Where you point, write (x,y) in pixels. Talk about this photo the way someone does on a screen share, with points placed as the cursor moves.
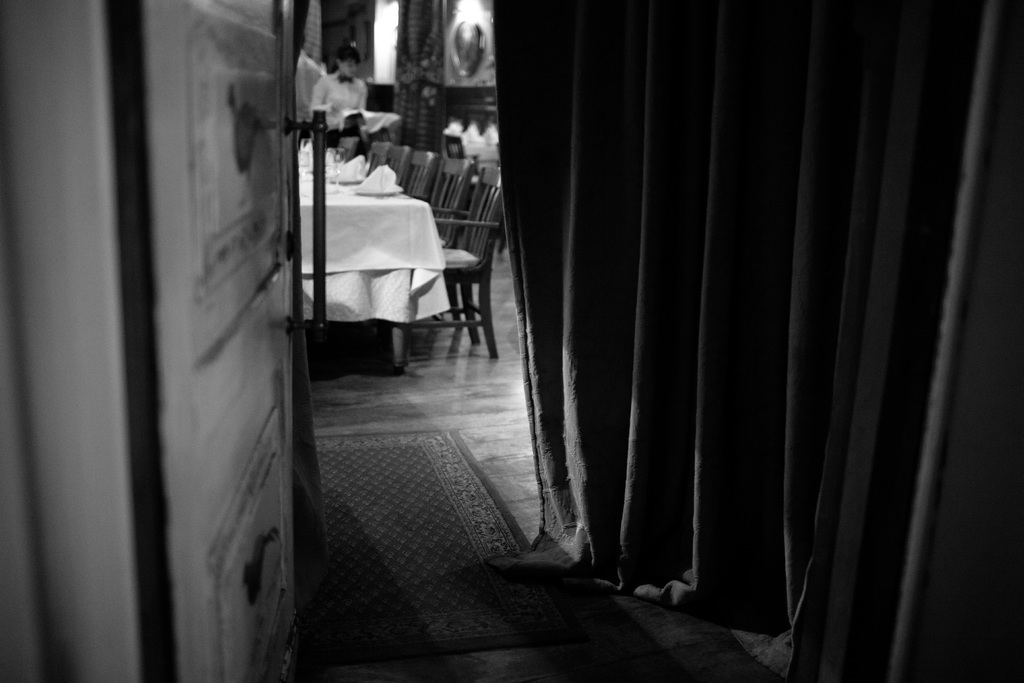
In the image we can see there is a chairs (449,245) and a table (348,255) and in front (229,451) there is a door (199,261) and the image is in black and white colour.
